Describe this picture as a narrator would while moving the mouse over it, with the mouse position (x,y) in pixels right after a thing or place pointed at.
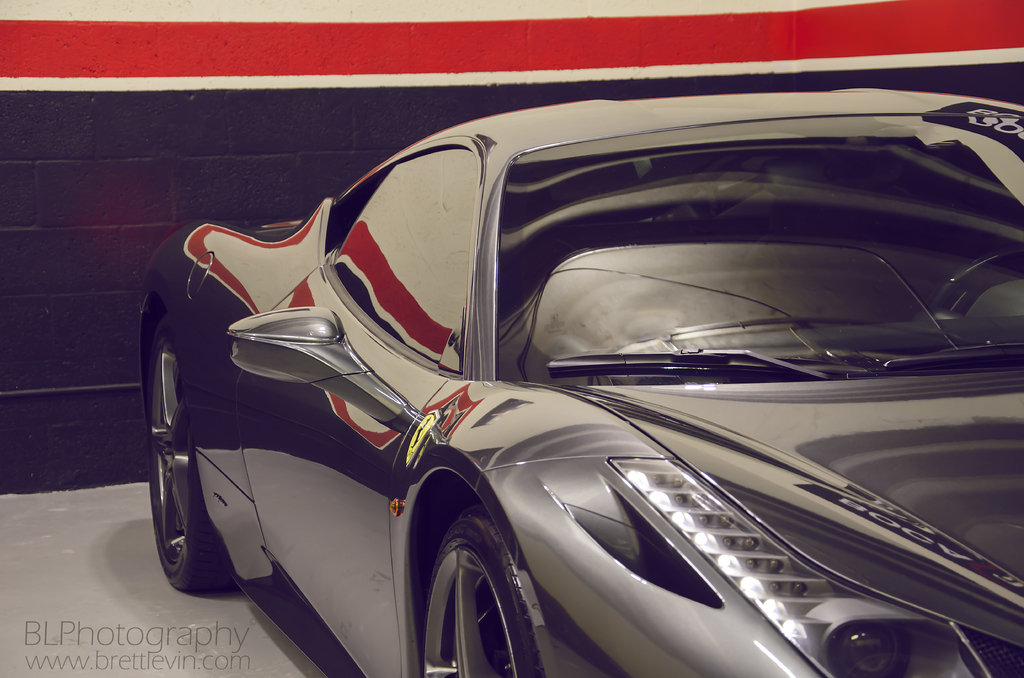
In this picture, there is a car (635,450) which is in grey in color. Behind it, there is a wall (204,137) which is in black and red in color.
